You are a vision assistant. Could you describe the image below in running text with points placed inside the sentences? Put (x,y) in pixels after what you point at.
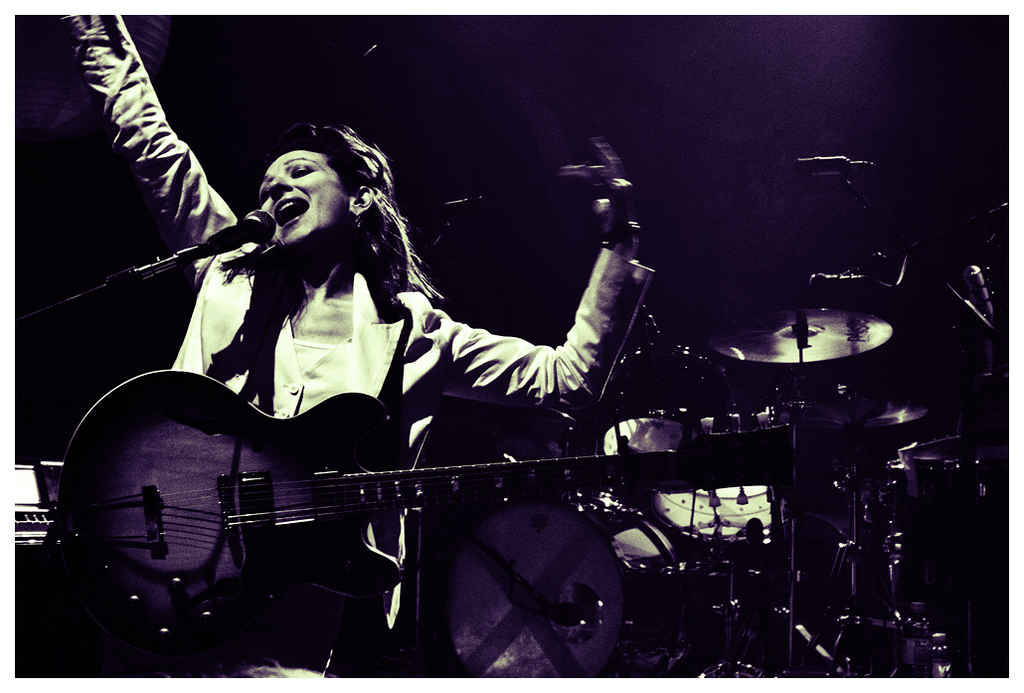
This person (260,197) holding guitar (477,471) and singing. Behind this person (395,316) we can see musical instrument (685,424). There is a microphone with stand (149,269).
